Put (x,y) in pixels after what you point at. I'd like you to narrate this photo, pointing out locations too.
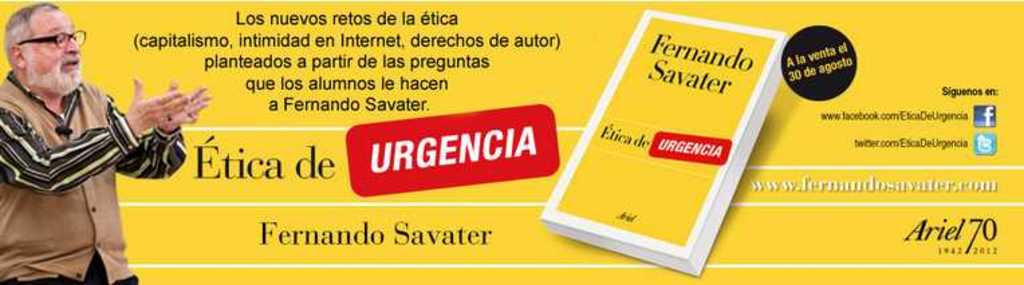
In this image one poster (322,92) is there of an advertisement.
